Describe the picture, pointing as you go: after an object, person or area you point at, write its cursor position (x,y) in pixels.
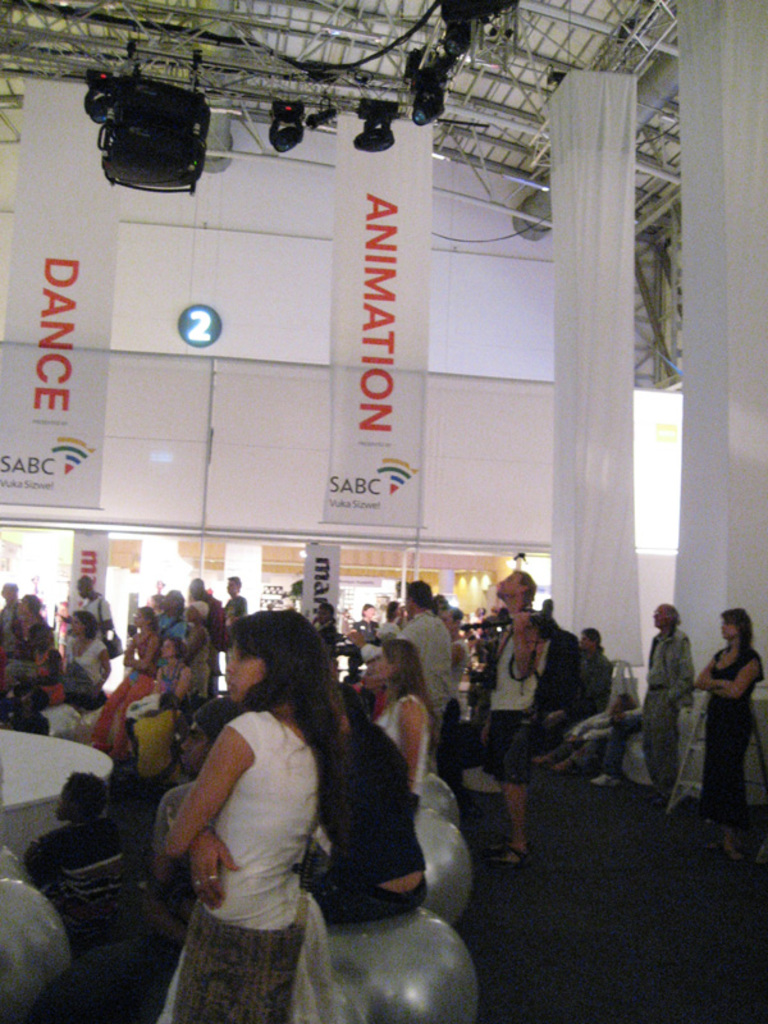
In this image I can see few people (385,845) are sitting on the hopping balls (378,923) and few are standing. Back I can see few banners (357,426), ladder (687,751). At the top (529,38) I can see few lights (425,70) and shed (419,40).
